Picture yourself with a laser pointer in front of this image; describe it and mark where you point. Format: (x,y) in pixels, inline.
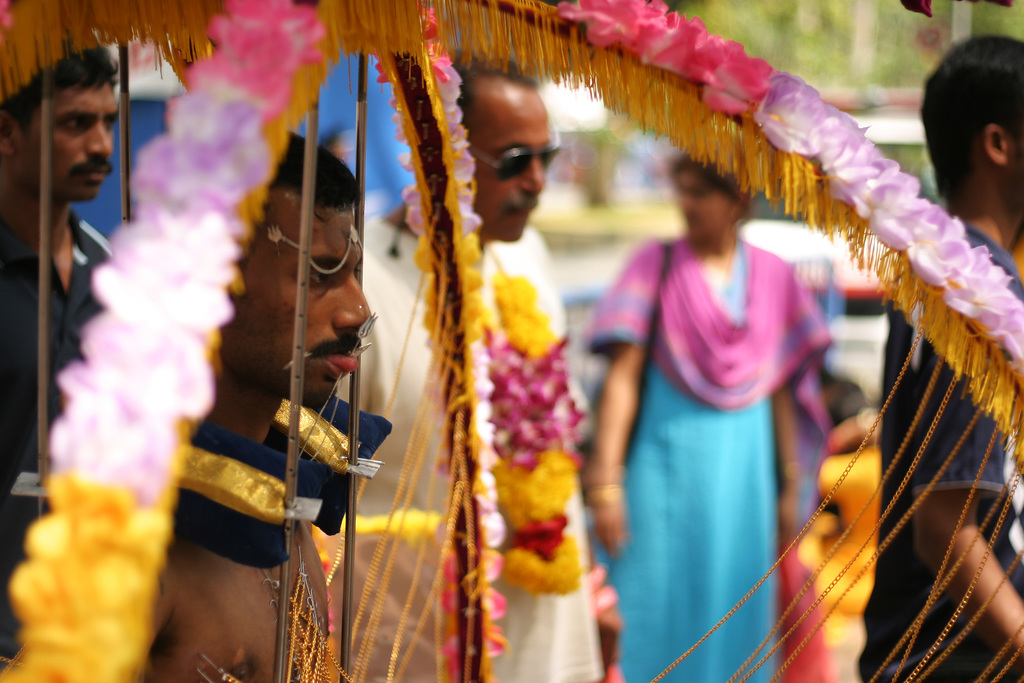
In this image I see few people (491,193) and I see the decoration (954,377) over here and I see a thing (371,345) on this tongue (340,355) of this man (317,360) and it is blurred in the background (663,183).
